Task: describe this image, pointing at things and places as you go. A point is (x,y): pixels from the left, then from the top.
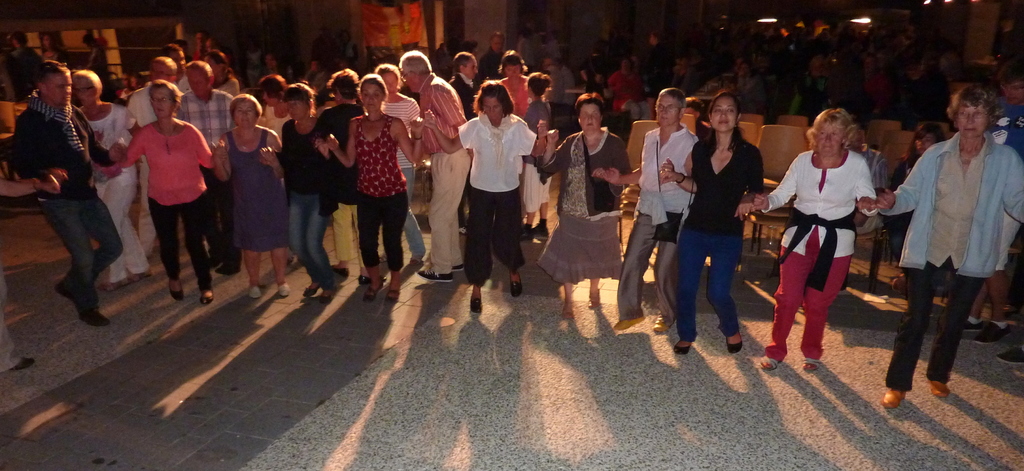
In this image, there are a few people (790,223). We can see the ground (897,449) and some chairs (782,212). We can also see the wall (573,3) with an object (418,16).
